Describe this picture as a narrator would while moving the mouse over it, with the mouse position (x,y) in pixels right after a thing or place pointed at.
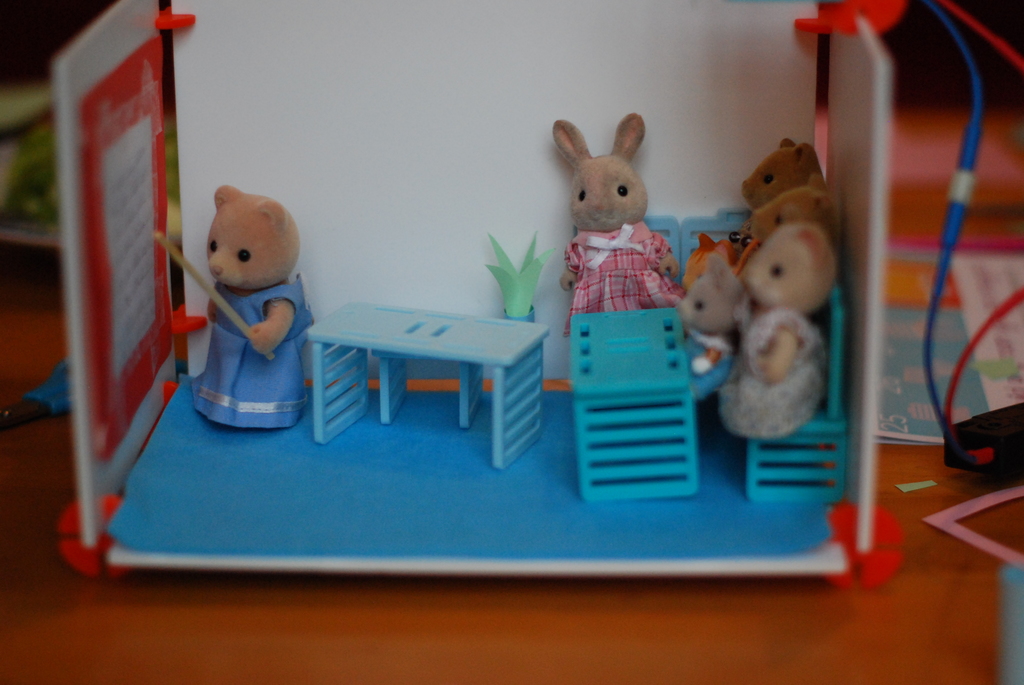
To the bottom of the image (305,671) there is a wooden surface (25,539). On the surface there is a box (648,213) of toys (592,219) in it. To the right of the box (742,156) there are few toys (714,242) sitting on the blue chairs (827,415), In front of them there are blue tables (456,347) and also there is a pot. To the left corner of the image (280,217) there is another toy (256,297) with dress (246,315) is standing and holding the stick (201,287) in his hand (257,339). To the right corner of the image (949,264) there are wires (935,293) to the black box (972,428).
